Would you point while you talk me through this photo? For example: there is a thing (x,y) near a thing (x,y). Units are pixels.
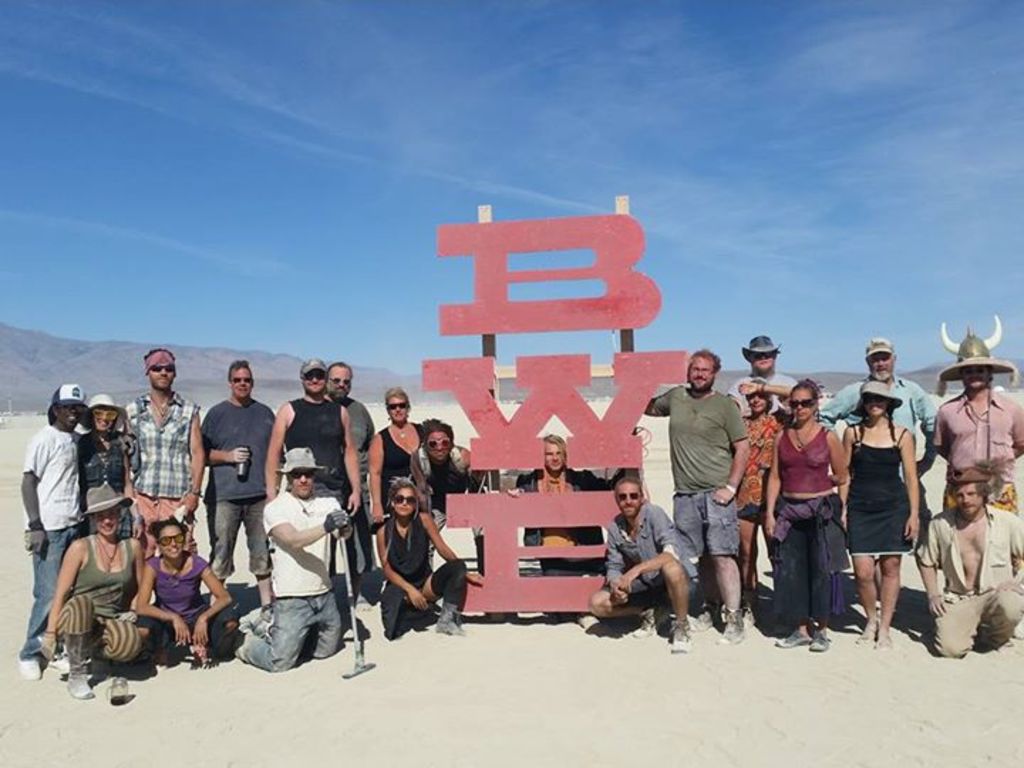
In this picture we can see some people (728,455) standing here, at the bottom (612,708) there is sand (605,710), we can see the sky (625,120) at the top of the picture (622,116), this man (311,597) is holding something.
